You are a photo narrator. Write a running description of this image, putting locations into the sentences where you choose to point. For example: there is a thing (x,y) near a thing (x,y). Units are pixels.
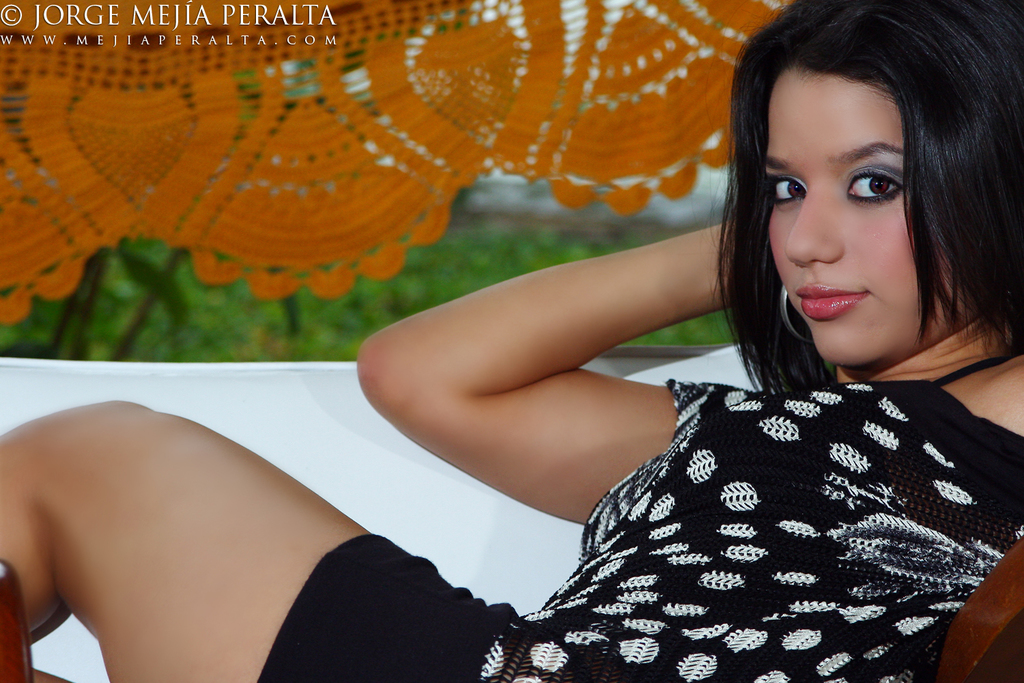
In the image there is a woman (88,617), she is posing for the photo and behind the woman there is orange color designer cloth (345,92) and the background of the cloth (327,241) is blur, there is some text (120,39) at the top left corner of the image (193,45).
